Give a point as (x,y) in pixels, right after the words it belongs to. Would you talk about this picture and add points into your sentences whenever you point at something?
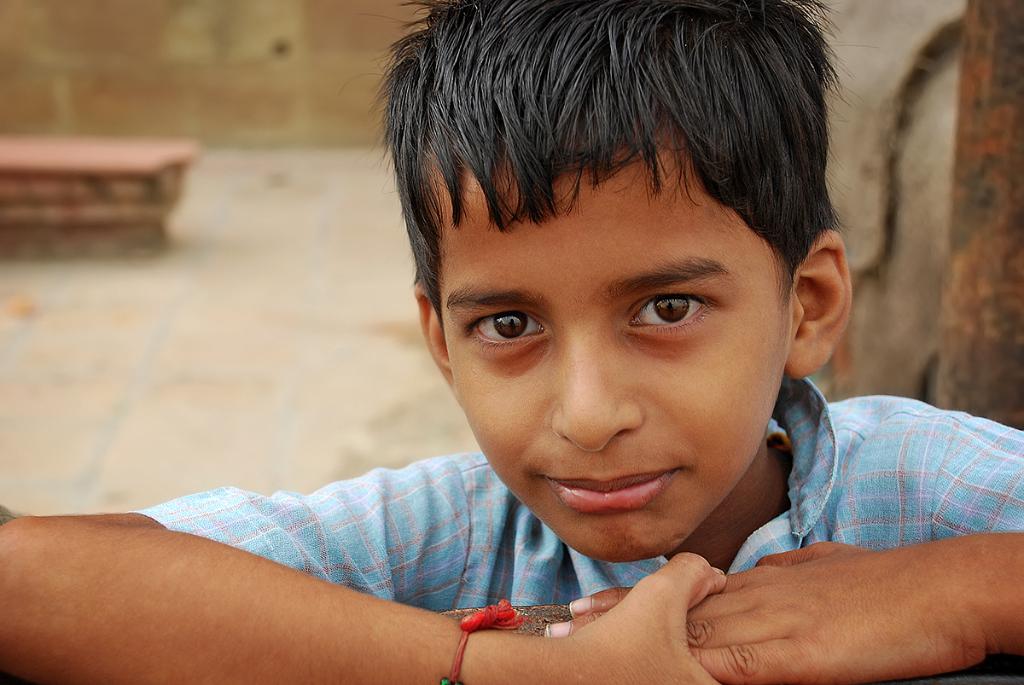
In this picture there is a boy (900,478) who is wearing blue shirt (889,476), standing near to the wall (1003,664). In the back (96,145) we can see bench (90,168) and building (226,102).
